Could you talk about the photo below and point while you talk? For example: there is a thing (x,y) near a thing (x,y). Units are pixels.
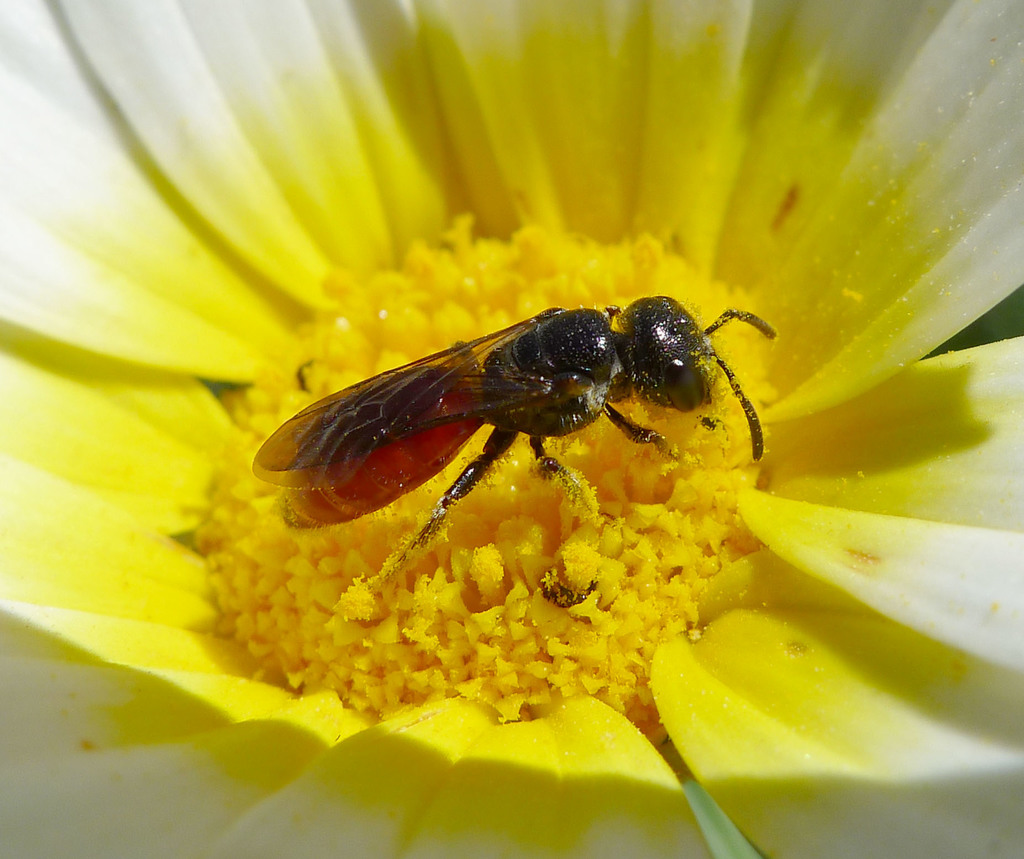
In this picture, we can see an insect (565,408) which is on the flower (703,618) and the flower (702,291) is in yellow and white color.
